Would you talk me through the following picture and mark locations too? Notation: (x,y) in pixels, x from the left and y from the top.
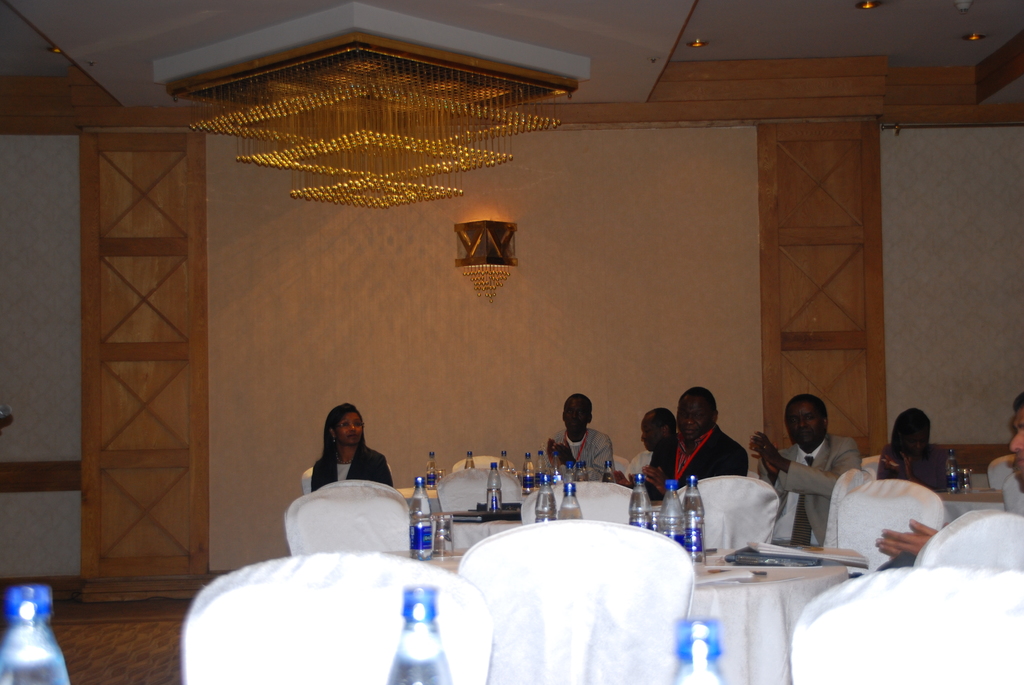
There are some persons (812,442) sitting on the chairs (712,483), and we can see there are some bottles (661,525) kept on the tables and there are some chairs (472,500) at the bottom of this image (866,635), and there is a wall (615,400) in the background (420,367). There is a chandelier (464,84) at the top of this image (459,103).
